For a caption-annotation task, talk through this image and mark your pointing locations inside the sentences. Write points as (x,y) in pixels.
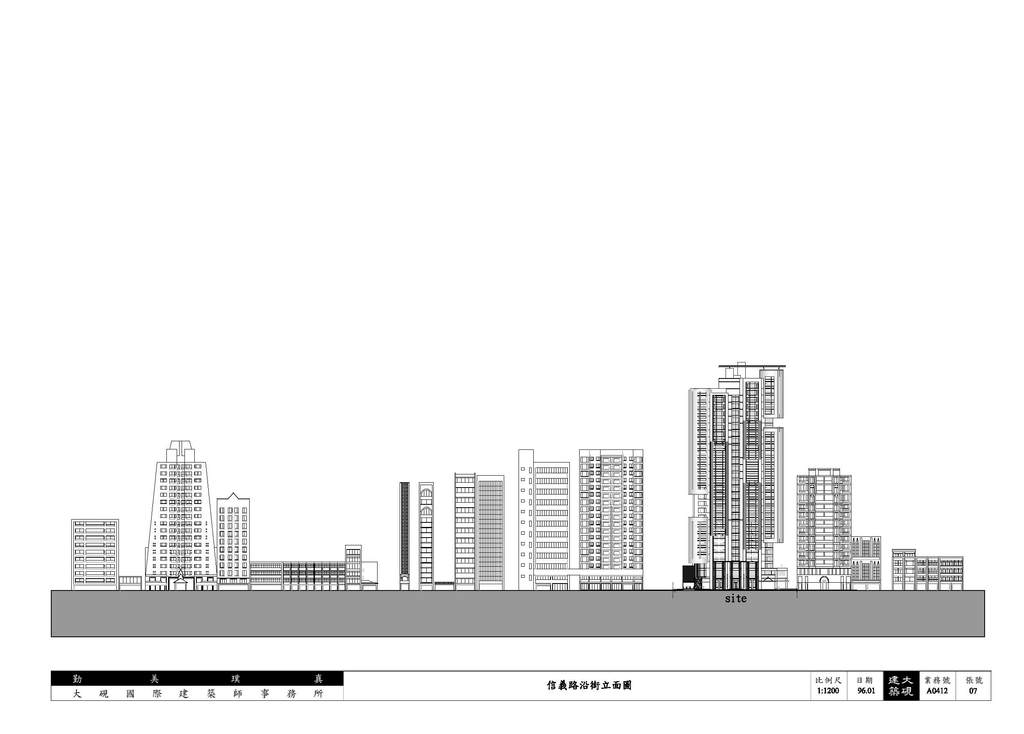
In this picture, we can see there are buildings sketches (771,582).
